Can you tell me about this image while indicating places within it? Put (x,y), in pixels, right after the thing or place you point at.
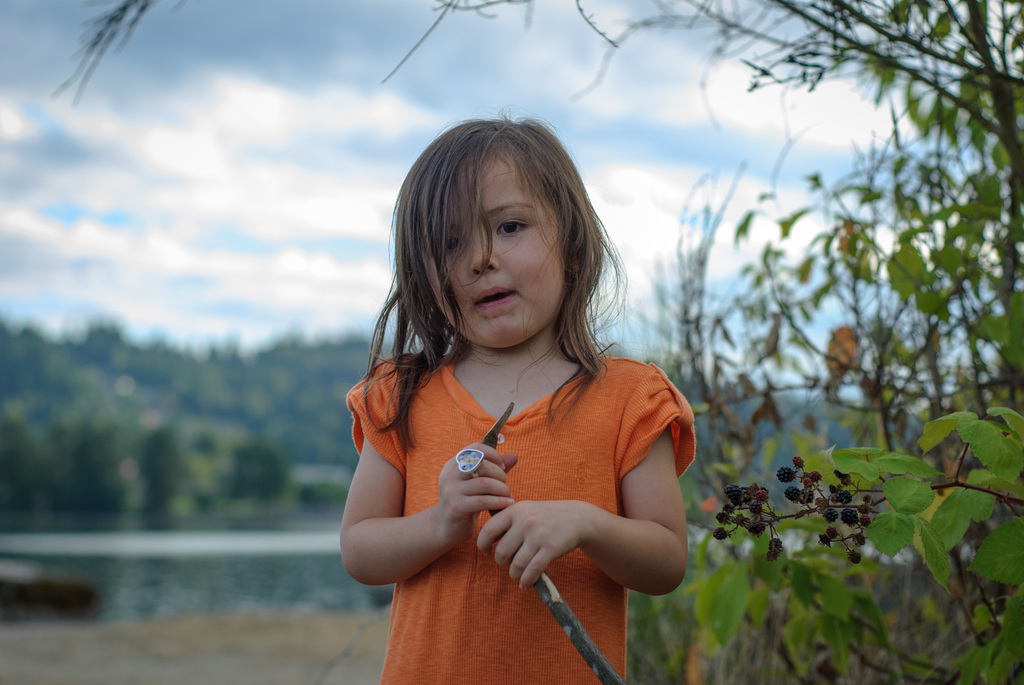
In the center of the image (429,417), we can see a girl (512,497) holding stick (595,655) and in the background (91,420), we can see trees (245,461) and at the top (366,91), there are clouds (311,150) in the sky (276,219).
